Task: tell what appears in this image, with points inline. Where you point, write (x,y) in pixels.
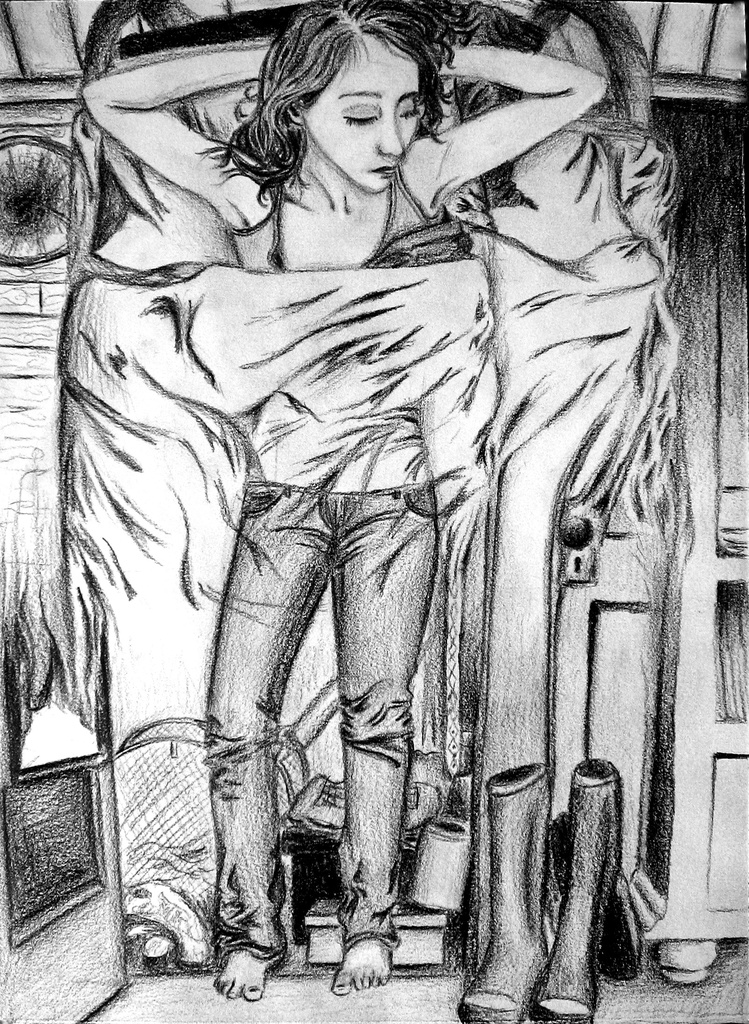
This picture consists of a sketch and in the center (270,382) we can see a person (441,202) standing and we can see the boots (572,861) and some other objects (431,840).
